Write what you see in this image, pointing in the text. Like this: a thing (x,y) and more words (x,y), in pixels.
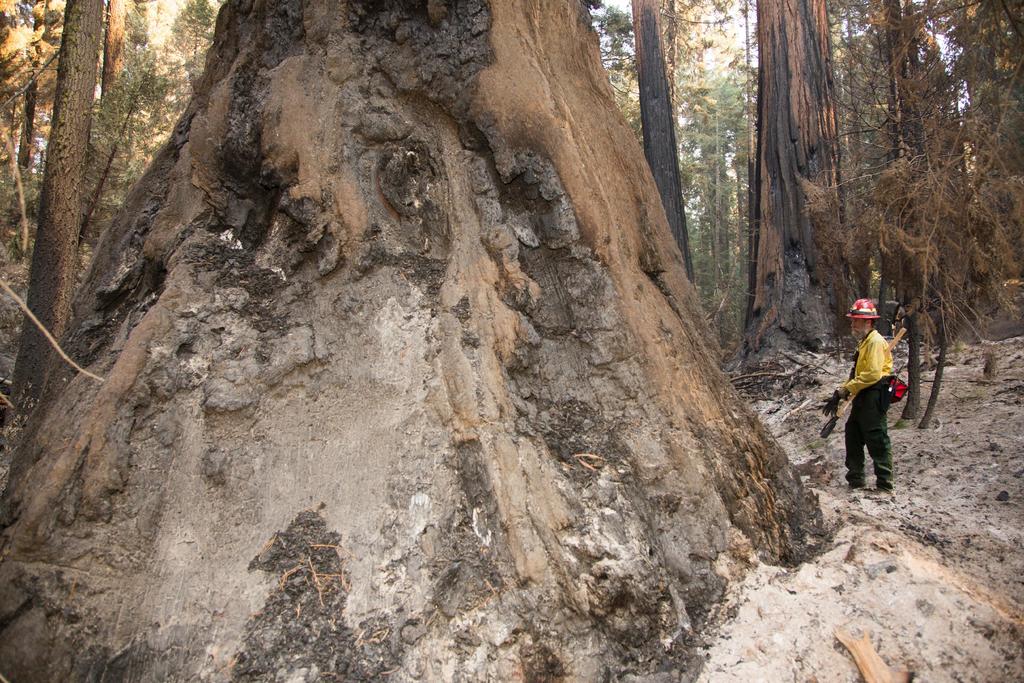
On the right side of the picture (864,348), the man (862,362) in yellow T-shirt (874,377) is holding the wooden stick (825,434) in his hand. In front of him, we see the stem (504,346) of the tree (467,101). There are many trees (125,65) in the background (772,159). This picture might be clicked in the forest (472,330).
